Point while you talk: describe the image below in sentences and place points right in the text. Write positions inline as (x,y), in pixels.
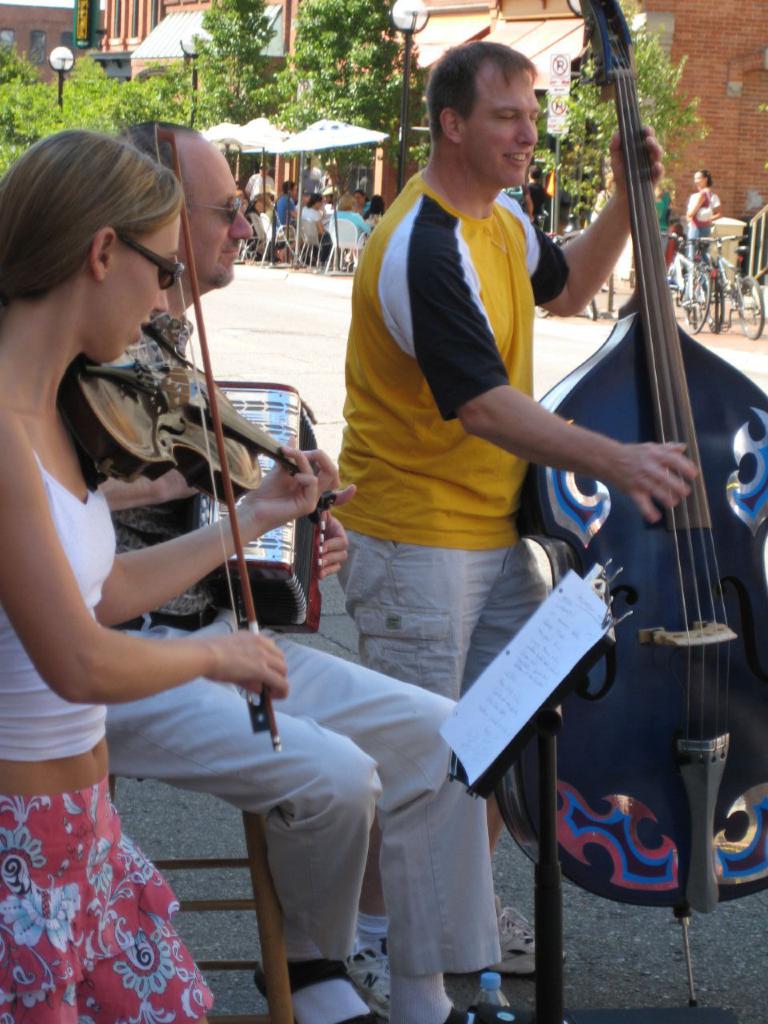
In the foreground of the image (270,528) there are people (472,556) playing musical instruments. In the background of the image (370,218) there are people (296,206) sitting on chairs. There are umbrellas (248,129). There are trees (251,92), buildings (145,76), light poles (398,3). To the right side of the image (681,250) there are bicycles (693,285).
